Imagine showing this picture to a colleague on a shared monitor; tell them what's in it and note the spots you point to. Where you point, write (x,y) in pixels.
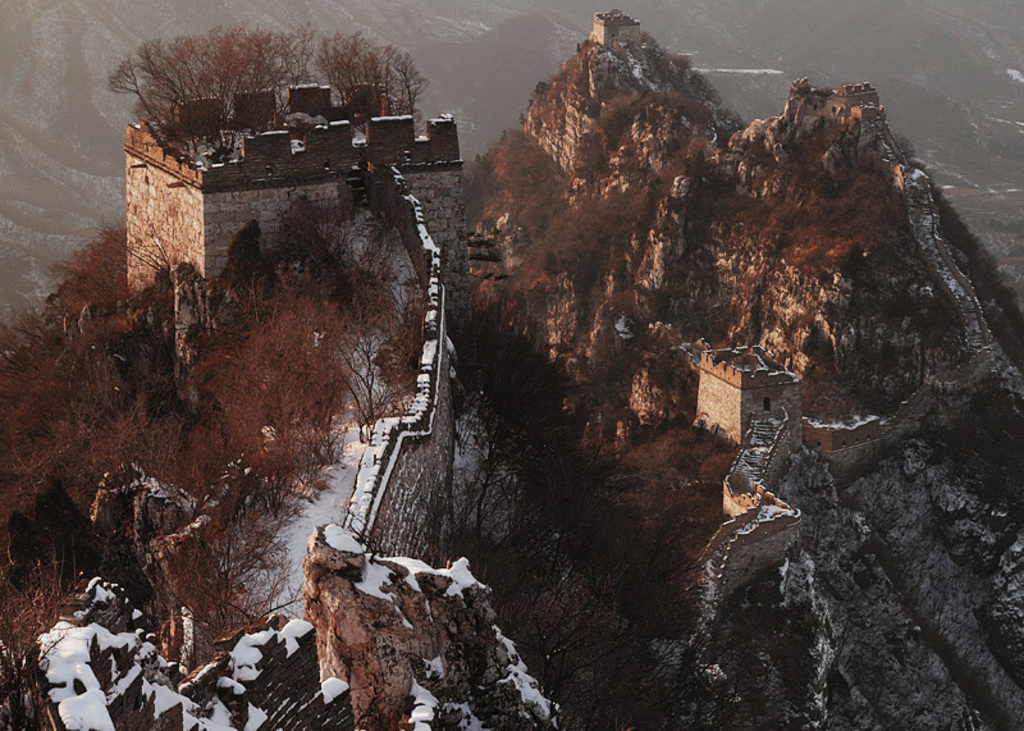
In this image we can see group of buildings (760,385) on mountains (717,264), group of trees (382,286) and some snow (304,545).
